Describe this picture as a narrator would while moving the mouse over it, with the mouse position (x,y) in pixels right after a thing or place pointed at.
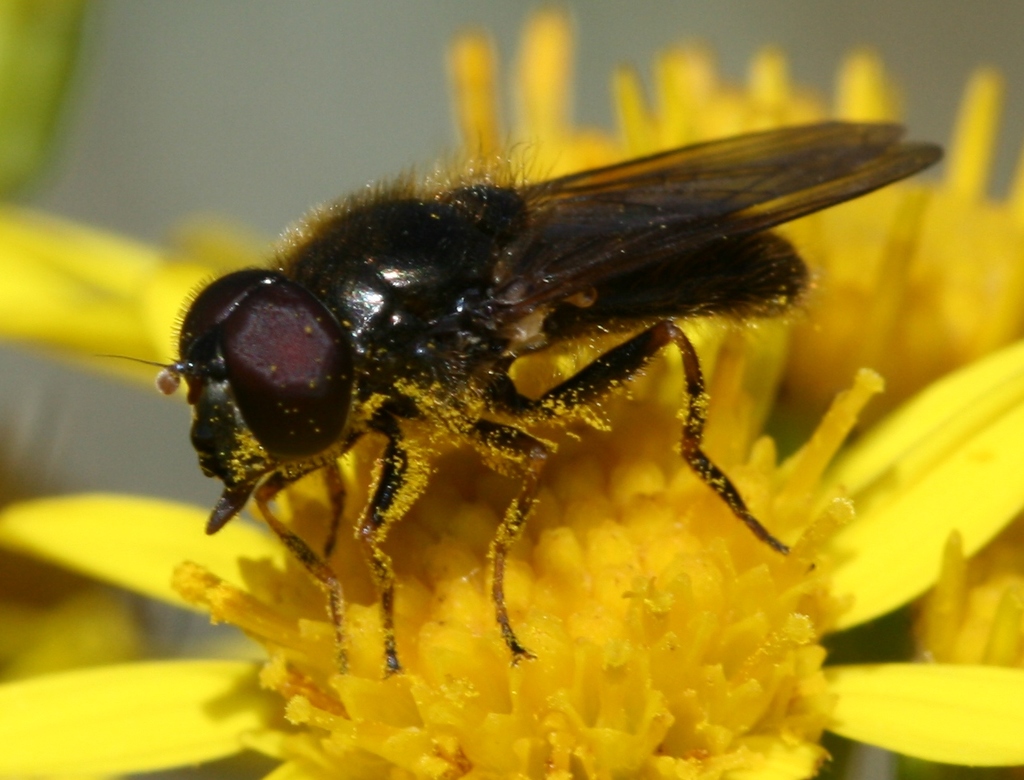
In this image, we can see a fly (455,385) on the flower (556,660), which is in yellow color.
